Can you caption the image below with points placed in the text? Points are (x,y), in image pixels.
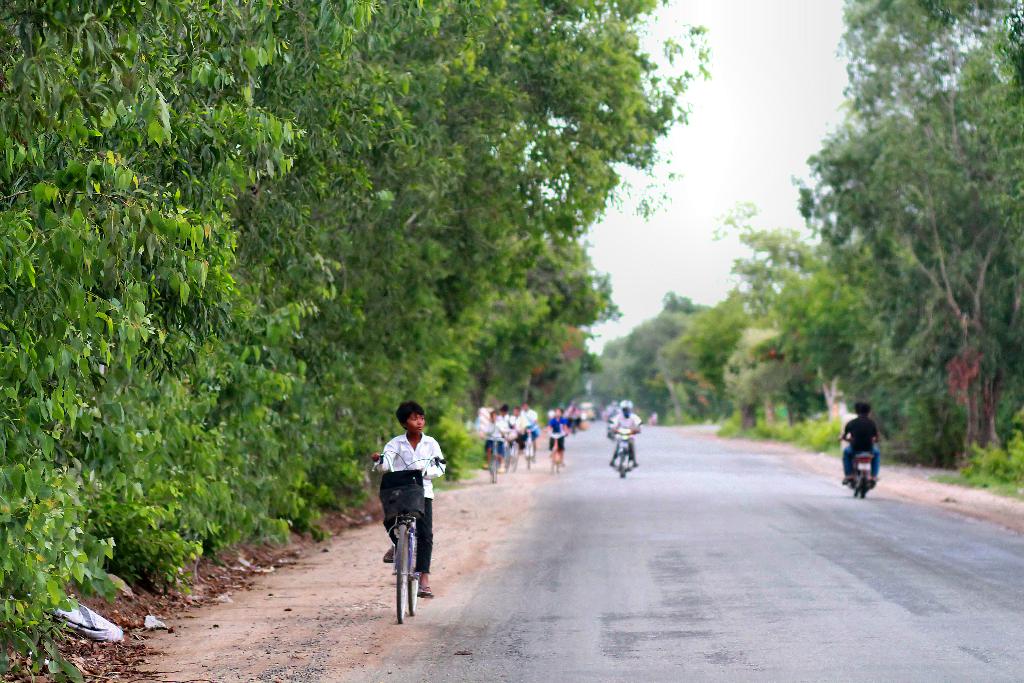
In the center (419,426) we can see few persons (868,422) were riding bicycle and bike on the road (735,491). in the background (853,292) we can see trees (977,323) and sky (728,145) with clouds (693,189).
